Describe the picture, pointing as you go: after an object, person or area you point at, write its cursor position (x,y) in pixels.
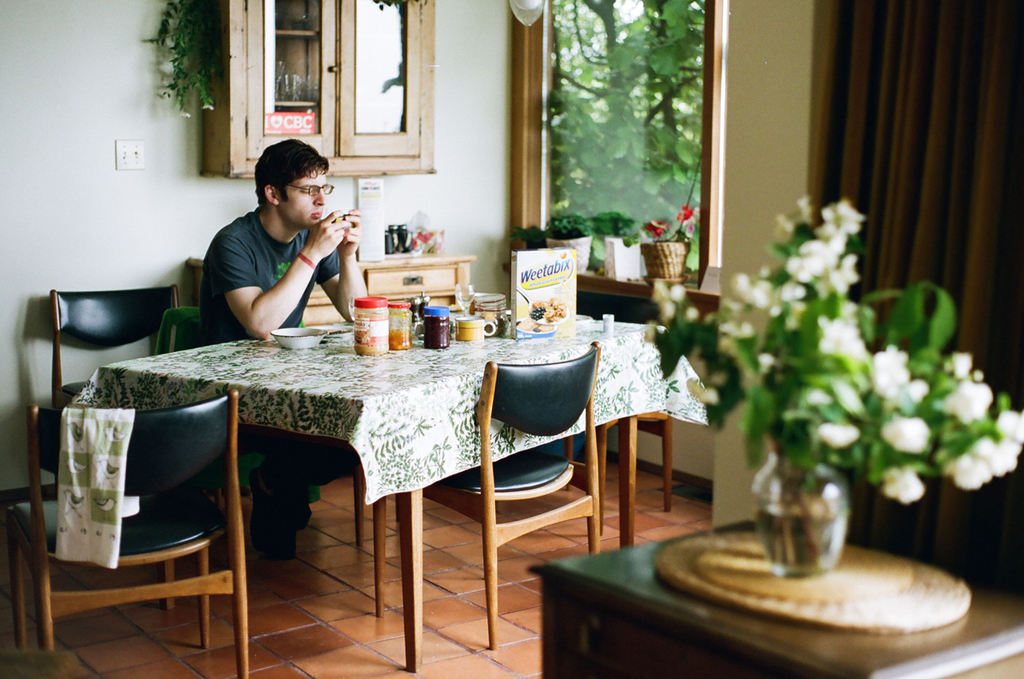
In this image there is a person (310,283) sitting at the dining table (329,326) holding something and at the right side of the image (825,395) there is a flower bouquet (800,397) and at the top of the image (379,115) there is a glass door (379,115) and window (621,175).
